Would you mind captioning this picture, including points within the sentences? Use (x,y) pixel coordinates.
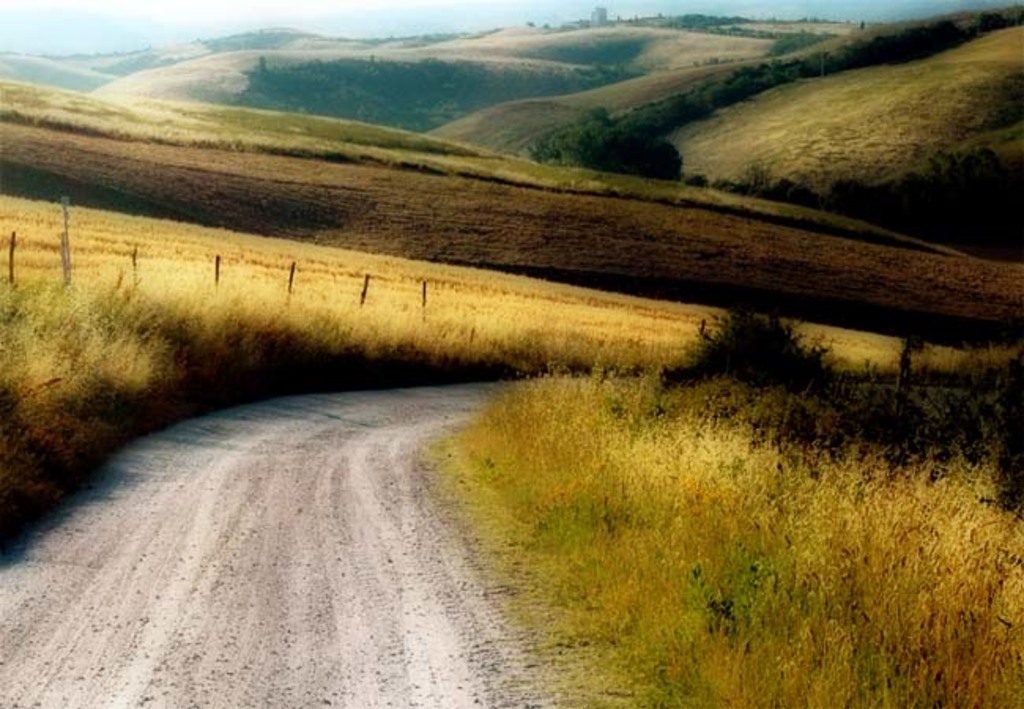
In this image on the right side (773,385) and left side (91,385) there are some plants (121,338) and wooden sticks (14,256). At the bottom (264,614) there is a walkway (367,408), in the background (425,114) there are some mountains (113,92) and trees (860,55).
